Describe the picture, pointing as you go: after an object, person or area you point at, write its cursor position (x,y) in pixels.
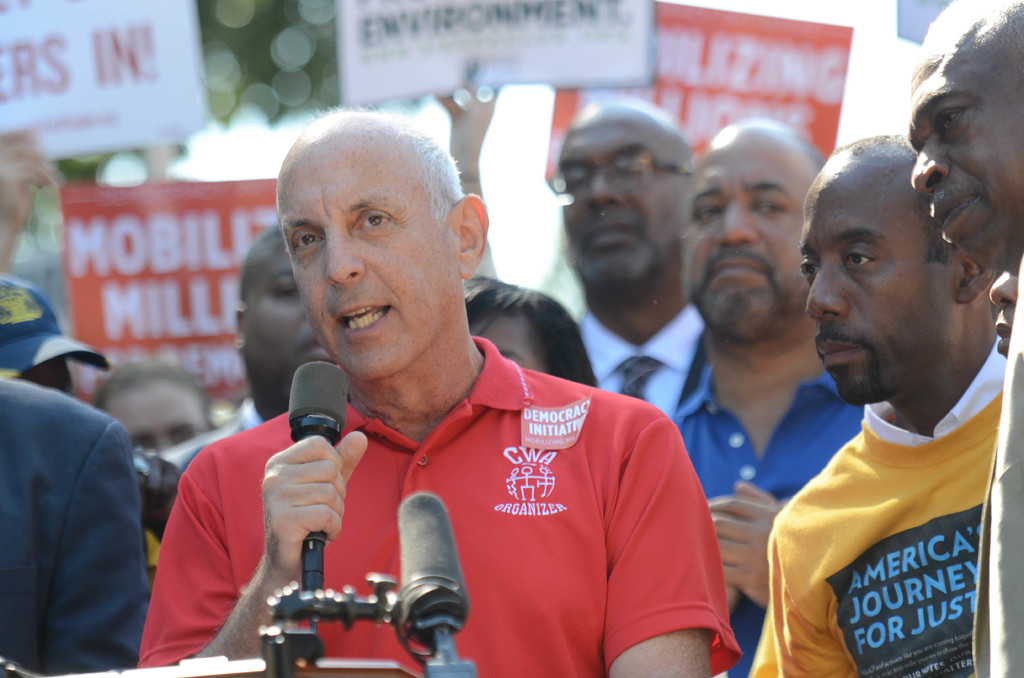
Here in this picture we can see a group of men (589,278) standing over a place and in the middle (350,432) we can see a person (362,380) speaking something in the microphones (314,550) present in front of him and we can see some people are holding placards (209,226) and protesting.
